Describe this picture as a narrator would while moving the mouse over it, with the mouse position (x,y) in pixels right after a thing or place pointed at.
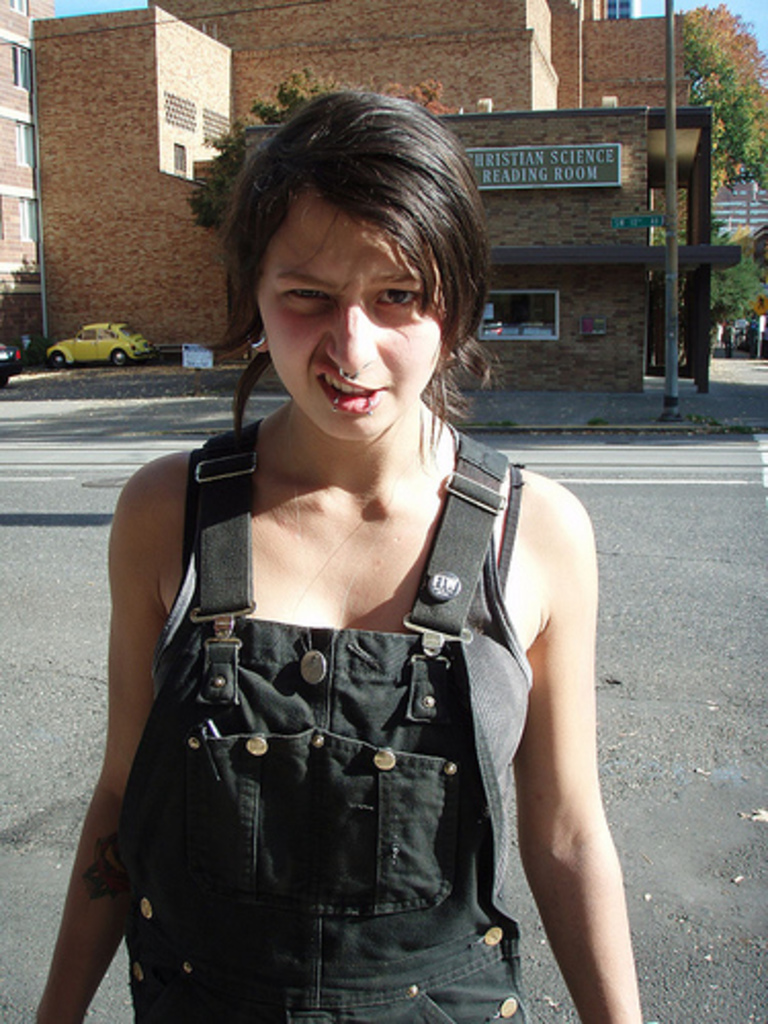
As we can see in the image in the front (367,582) there is a woman (361,456) standing. In the background (215,53) there are buildings (546,50), windows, banner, yellow color car (96,330), trees (730,100) and sky (687,10).
